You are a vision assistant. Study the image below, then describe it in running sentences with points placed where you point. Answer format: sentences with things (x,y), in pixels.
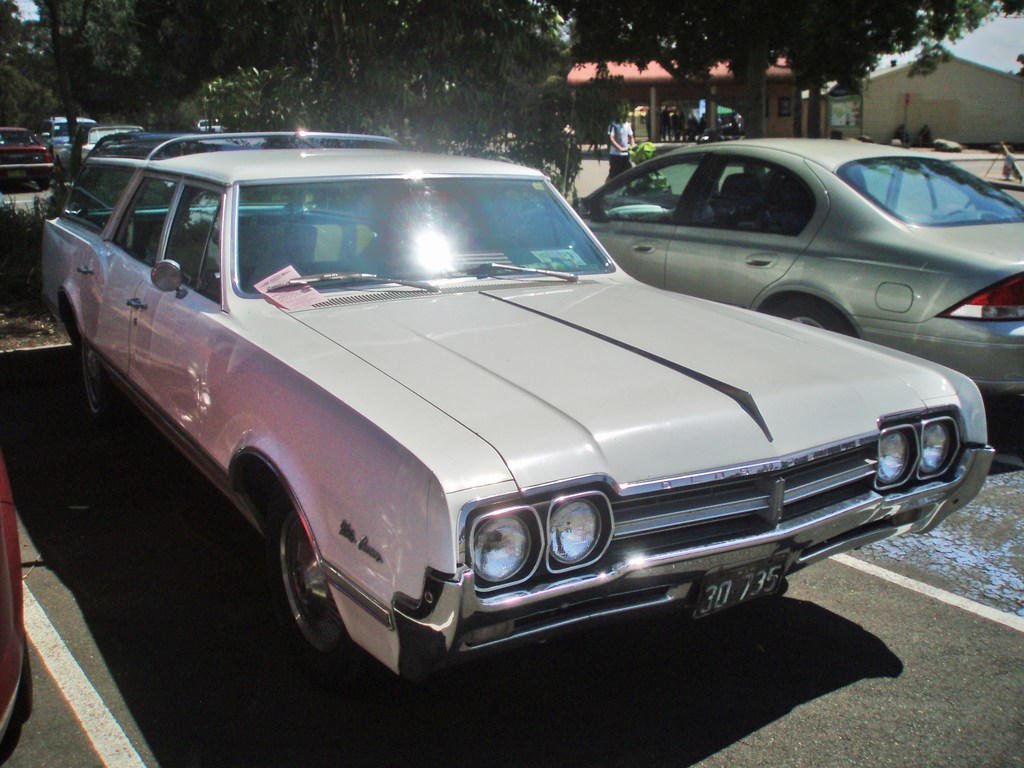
In the picture, different types of cars (281,192) were parked beside the trees (248,104) and on the right side (784,66) there is a house (652,116) and a person (618,130) is standing in front of the house (654,138). There is a huge sunlight (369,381) falling on the cars (422,369) in the front (383,372).
